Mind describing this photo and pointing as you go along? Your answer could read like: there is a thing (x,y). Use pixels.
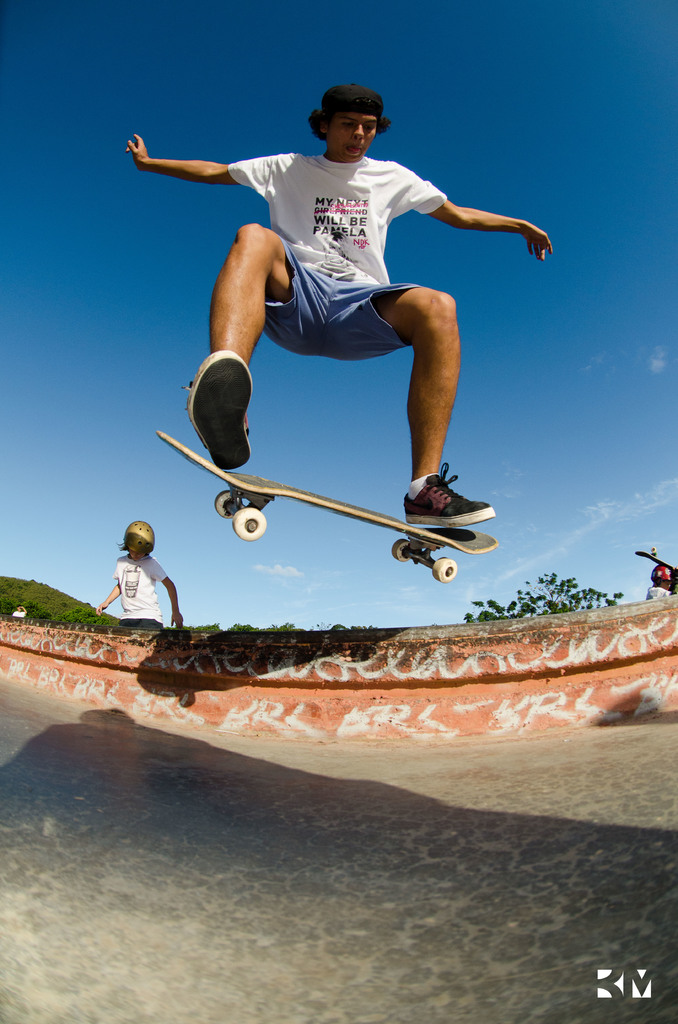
In this picture we can see person (379,355) doing skating on slope thing (198,793), behind we can see few people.
